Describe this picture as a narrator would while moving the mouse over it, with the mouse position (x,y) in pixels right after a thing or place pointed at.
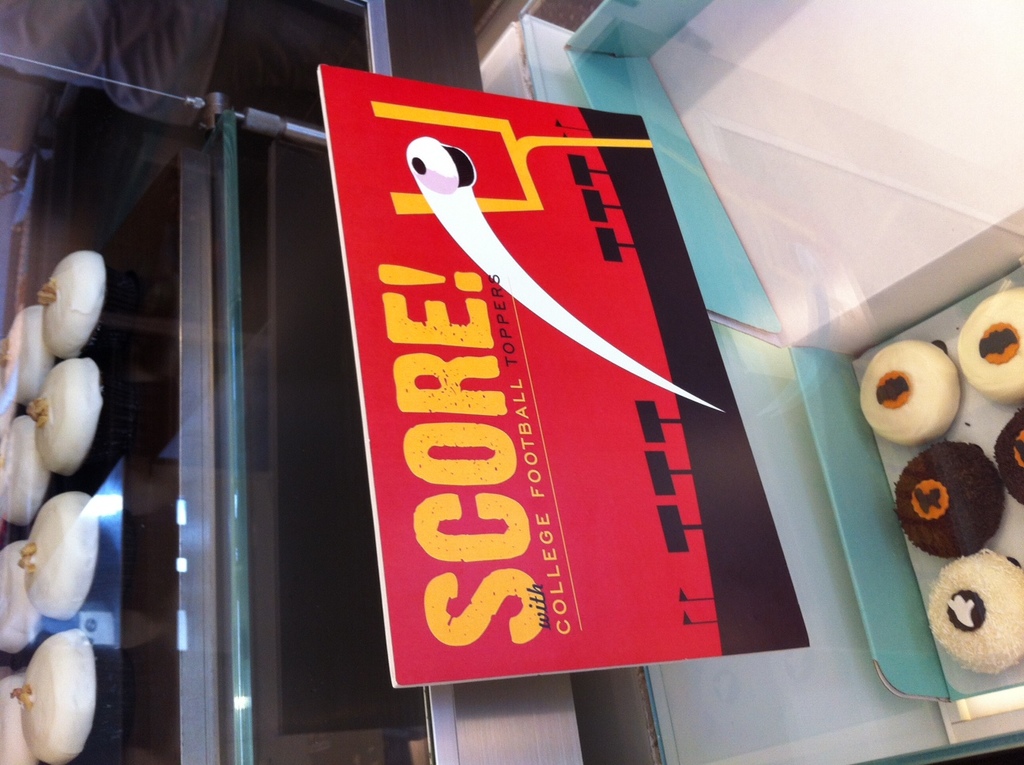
In this image, we can see desserts (906,351) in the box (835,249) and we can see a board (455,543) and in the background (103,65), there is a person (118,60) and we can see some other desserts (45,494) on the stand (206,543).
